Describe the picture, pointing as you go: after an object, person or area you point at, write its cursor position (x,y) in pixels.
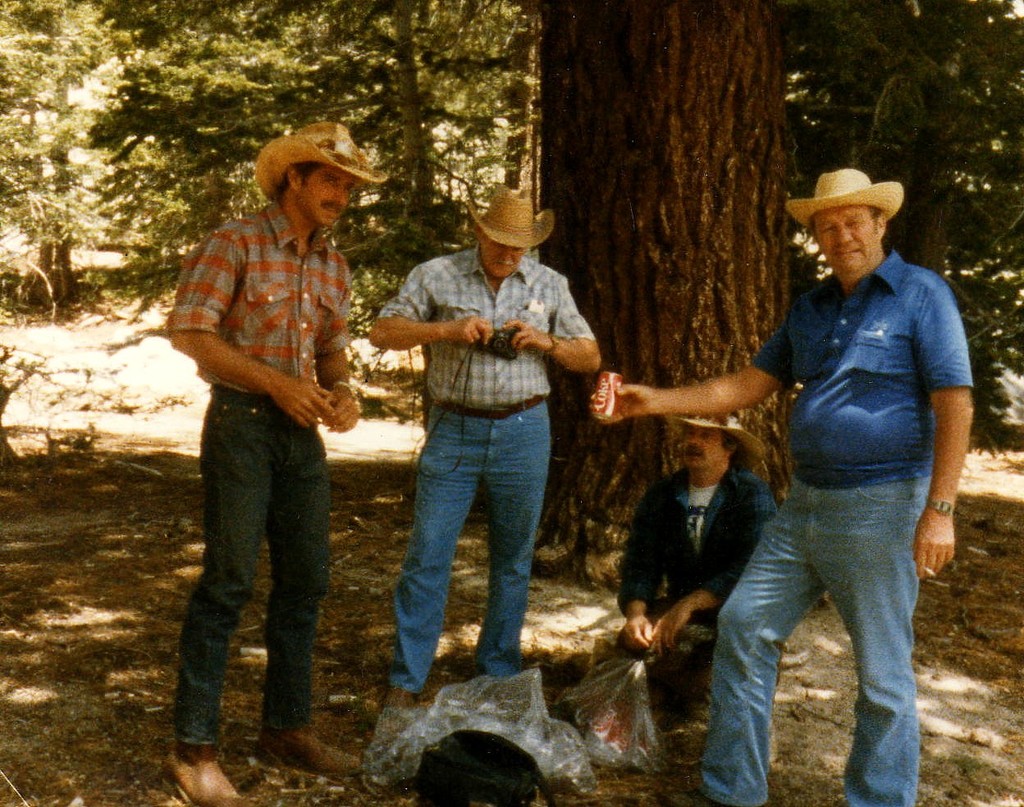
In this image we can see four persons (425,626), among them, two persons (529,384) are holding the objects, in the background (228,188), we can see the trees (125,172) and also we can see a bag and some objects (521,692) on the ground (579,657).
